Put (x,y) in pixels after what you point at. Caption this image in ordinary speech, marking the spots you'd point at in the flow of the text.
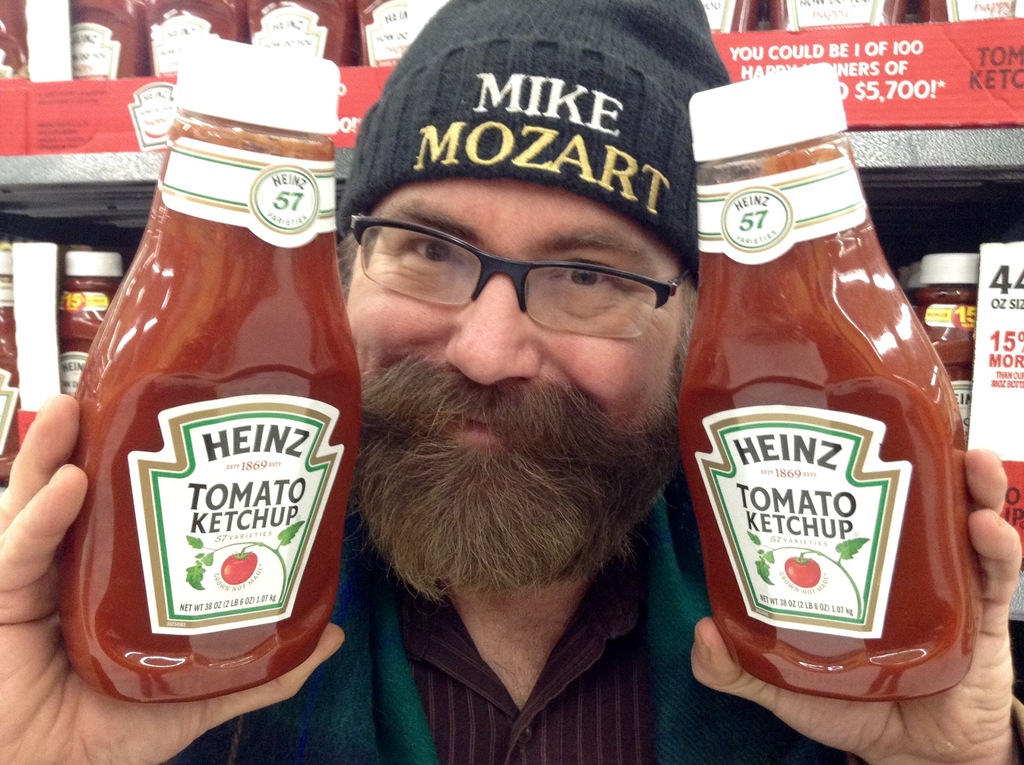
In this image there is a person (516,504) holding ketchup bottles (107,589) and smiling, behind him there is a shelf (60,180) with so many jars (12,2).
